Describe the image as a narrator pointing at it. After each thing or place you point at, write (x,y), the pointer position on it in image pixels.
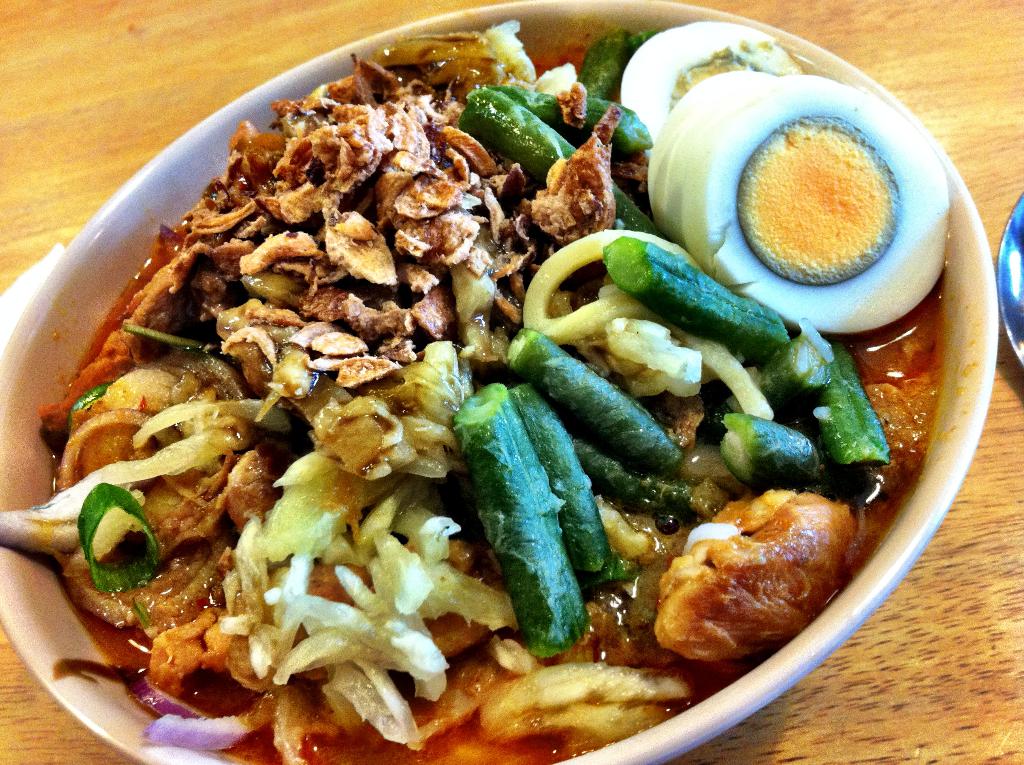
The picture consists of a table (913,623), on the table (370,30) there is a bowl (153,550). In the bowl (24,560) there are eggs (709,243) and a food item (517,429).
